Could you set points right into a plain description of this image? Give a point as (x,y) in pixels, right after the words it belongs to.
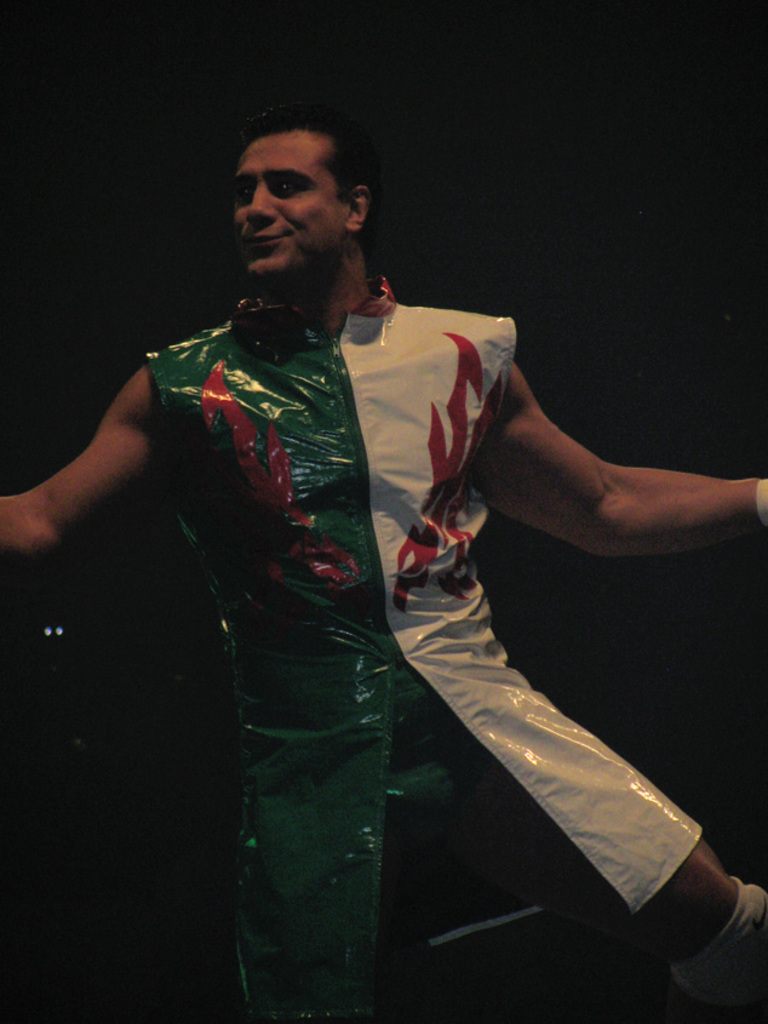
In front of the image there is a man (423,715) with costumes (416,731). Behind him there is a dark background (426,109).
